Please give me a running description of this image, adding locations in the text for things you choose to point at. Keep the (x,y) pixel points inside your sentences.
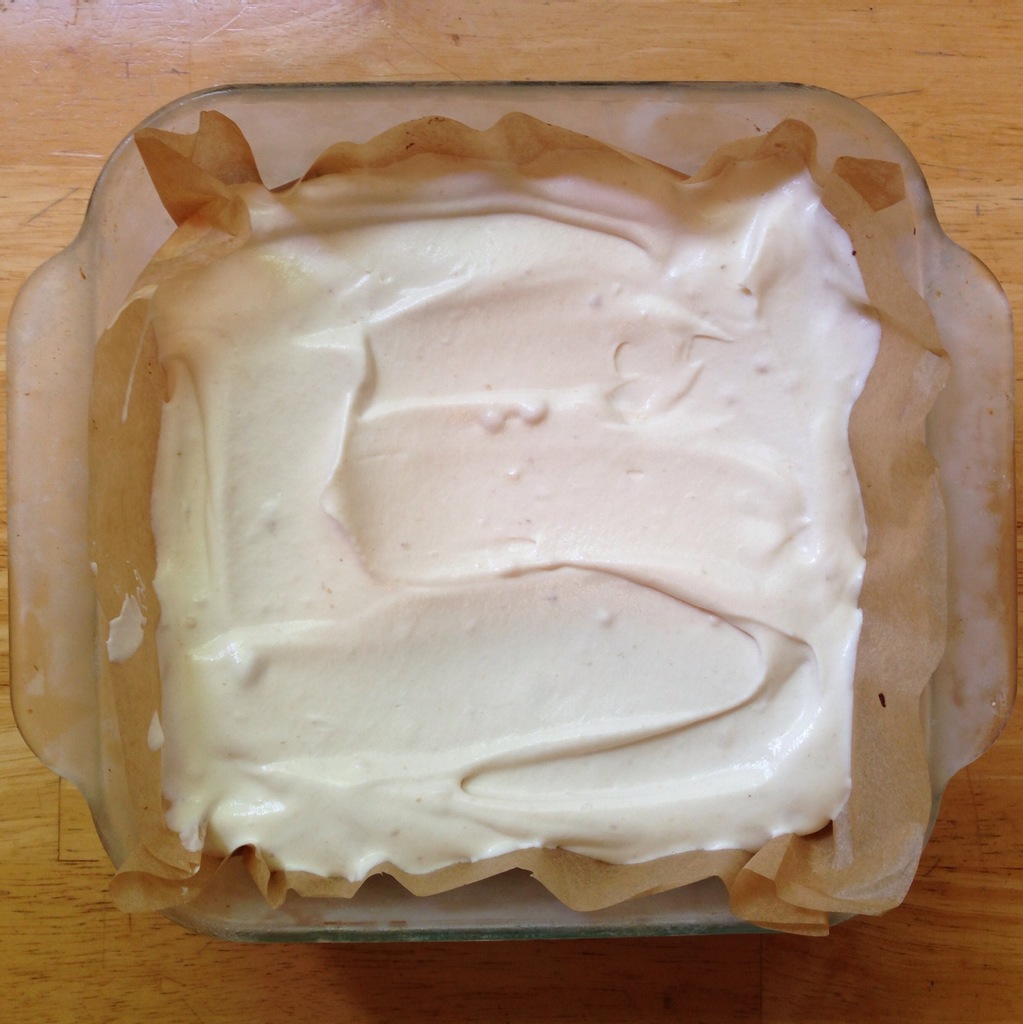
In this image I can see a glass bowl (114,156) and in it I can see a brown colour paper (639,895) and white cream (514,845).
